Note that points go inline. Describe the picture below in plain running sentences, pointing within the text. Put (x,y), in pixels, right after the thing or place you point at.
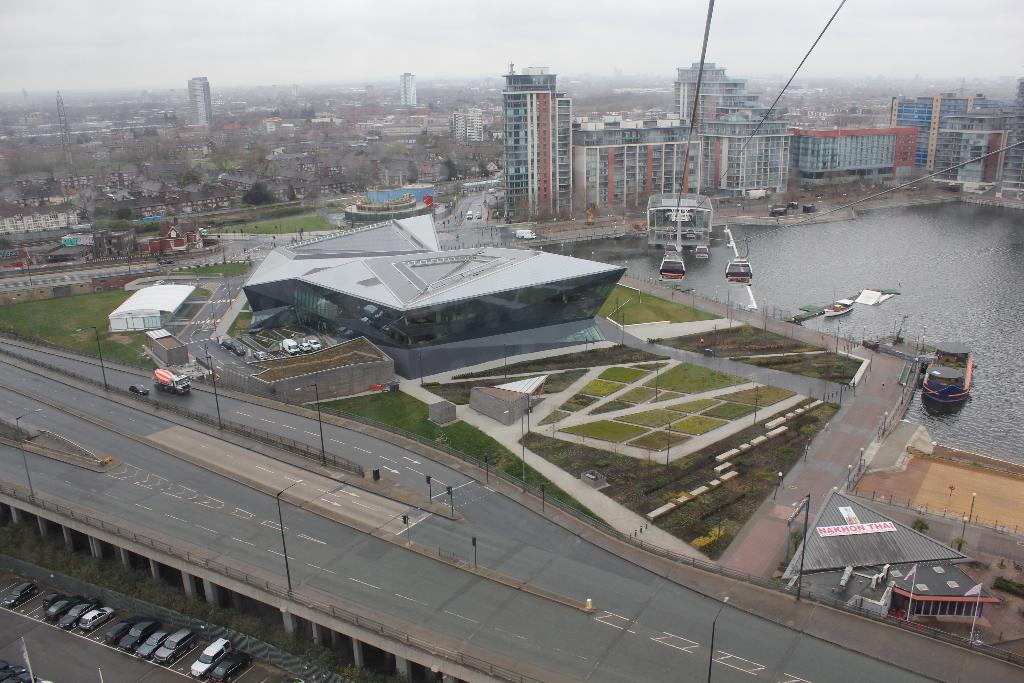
In this image I can see the road (306,528). To the side of the road (365,565) there are many poles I can see few vehicles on the road (159,393). To the side there is a railing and I can also see the building (320,281). To the back of the building (370,325) I can see the water (870,269) and few boats (937,364) on it. To the left (118,633) I can see few more vehicles (131,626) on the road (104,655). In the back (172,246) there are many buildings (604,166), trees (241,151) and the sky (290,60).
